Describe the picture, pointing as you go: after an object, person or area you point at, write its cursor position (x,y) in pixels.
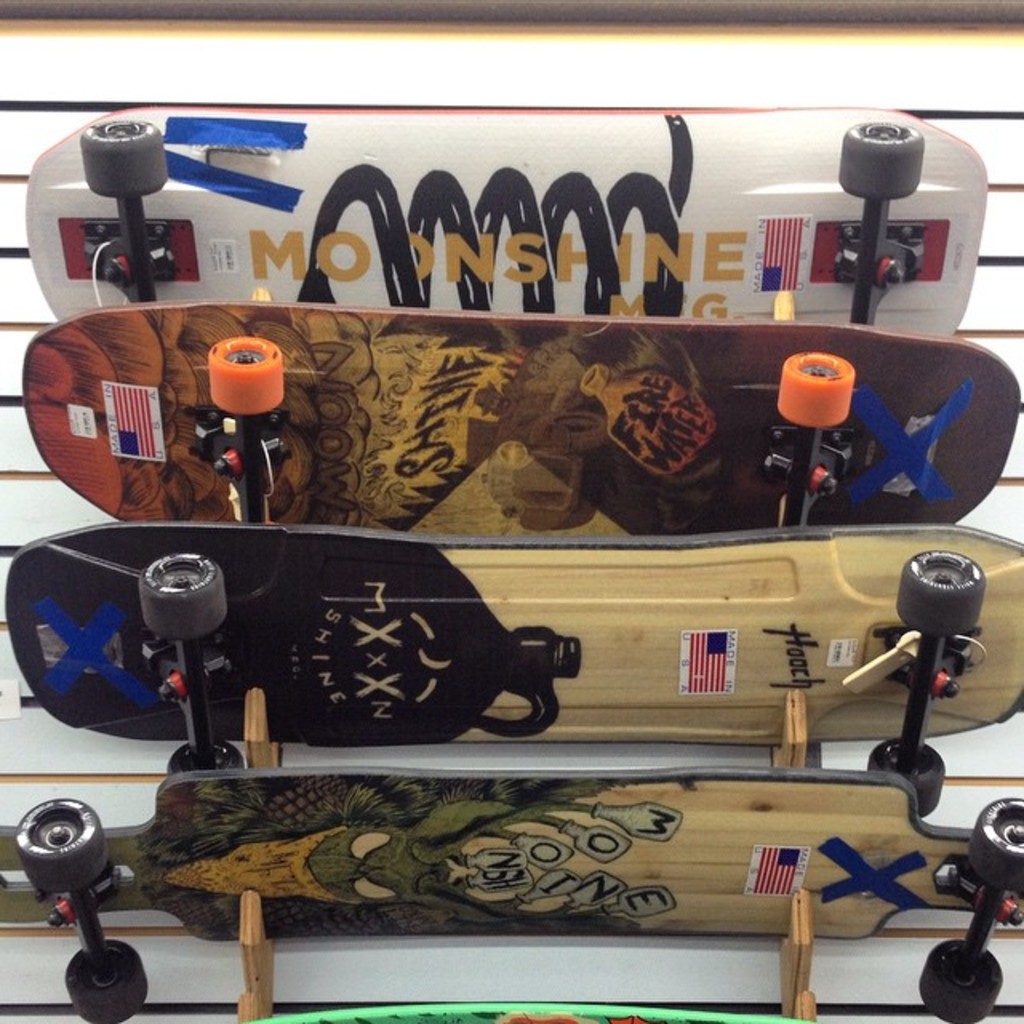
These are the 4 skateboards (838,655), at the top (738,279) it is in white color.
